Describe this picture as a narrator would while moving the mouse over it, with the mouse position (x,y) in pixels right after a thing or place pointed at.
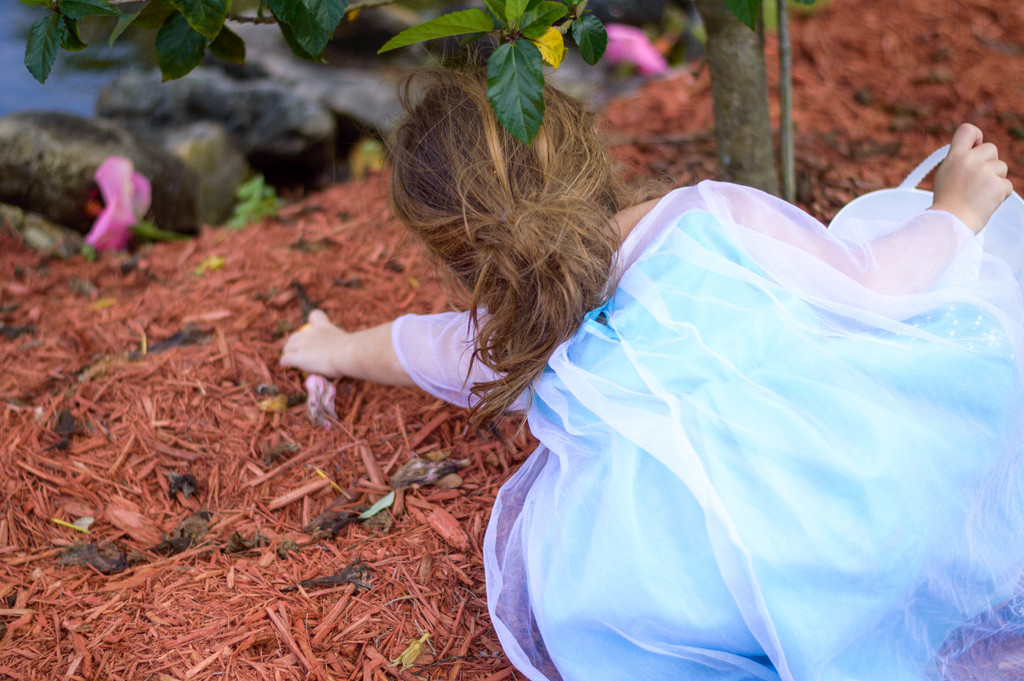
There is a girl (720,277) holding something (915,206). In the back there is a tree (313,39). On the ground (165,382) there are some brown color things (205,410).
